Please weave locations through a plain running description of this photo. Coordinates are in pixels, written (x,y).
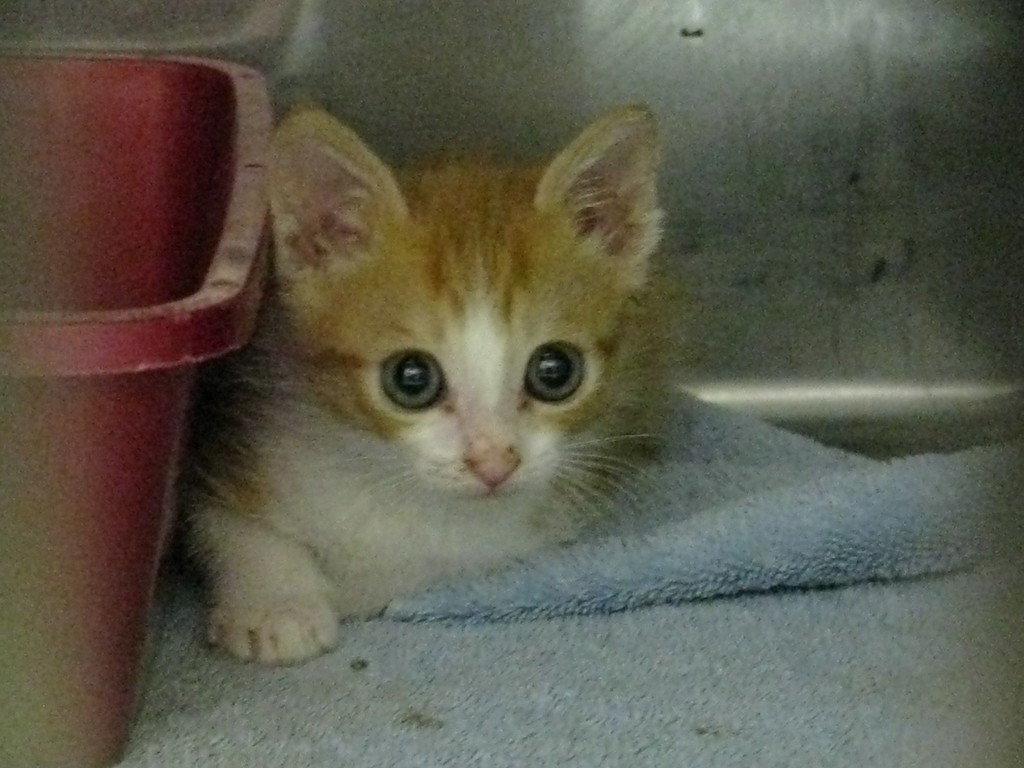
In this picture there is a cat (355,344) in the center of the image (360,485), on a mat (538,603) and there is a tub (167,284) on the left side of the image (157,279).
